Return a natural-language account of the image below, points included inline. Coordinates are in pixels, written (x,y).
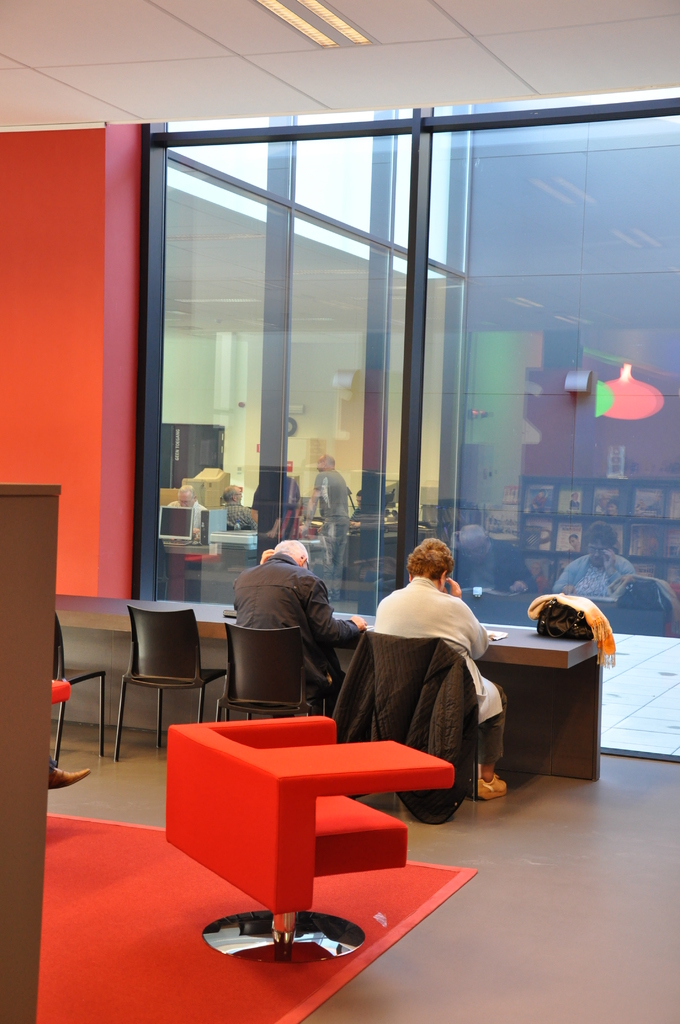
In the center of the image (245,633) we can see chairs (439,768), one carpet (186,989), one brown color object (45,502), one table (91,636) and two persons (317,673) are sitting on the chairs (233,673) and they are holding some objects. On the table (534,656), we can see one bag (556,633), cloth (604,616), paper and few other objects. In the background (346,244) there is a wall (91,247), glass (528,249) and lights (306,11). Through glass (308,312), we can see tables (206,551), monitors (191,529), photo frames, few people (249,519) are standing and few other objects (298,520).
